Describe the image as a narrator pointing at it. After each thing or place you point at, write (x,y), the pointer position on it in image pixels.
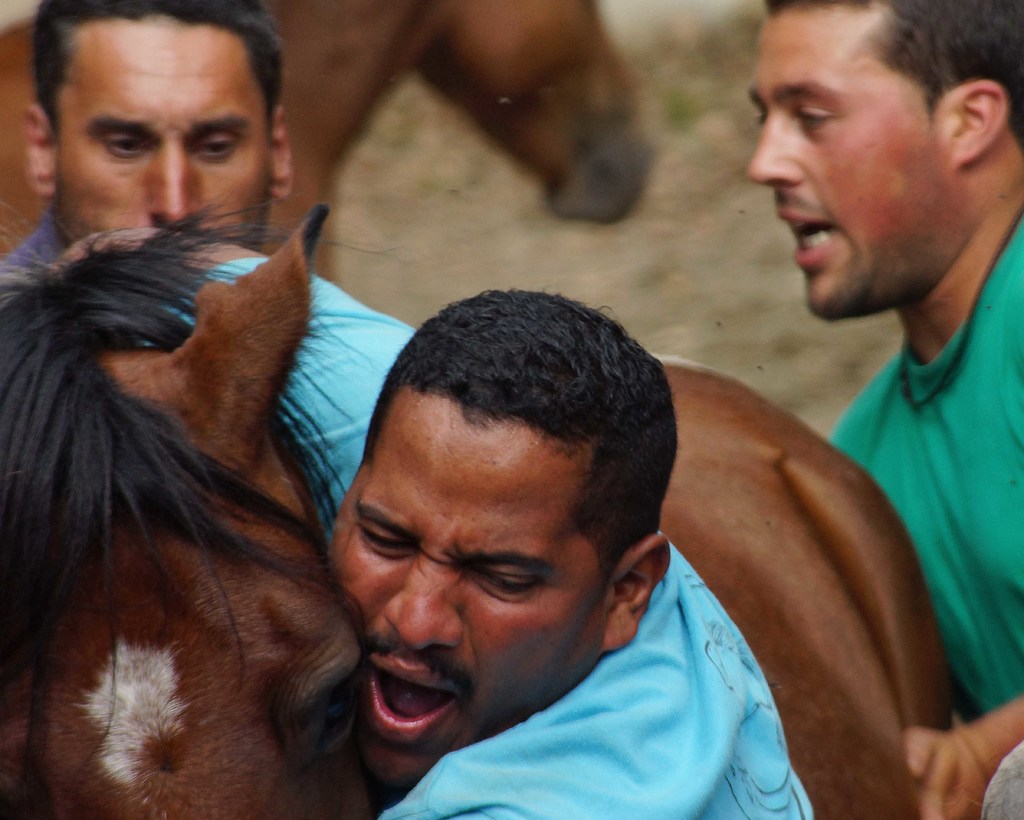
In this image I can see three persons (835,189) and two horses (279,303). One person (601,726) is wearing blue t-shirt (605,726) and on the right side of this image (935,460) one person (941,436) is wearing green t-shirt (909,446). On the bottom of the image (544,590) one person (463,564) is trying to hold the horse (256,606).
